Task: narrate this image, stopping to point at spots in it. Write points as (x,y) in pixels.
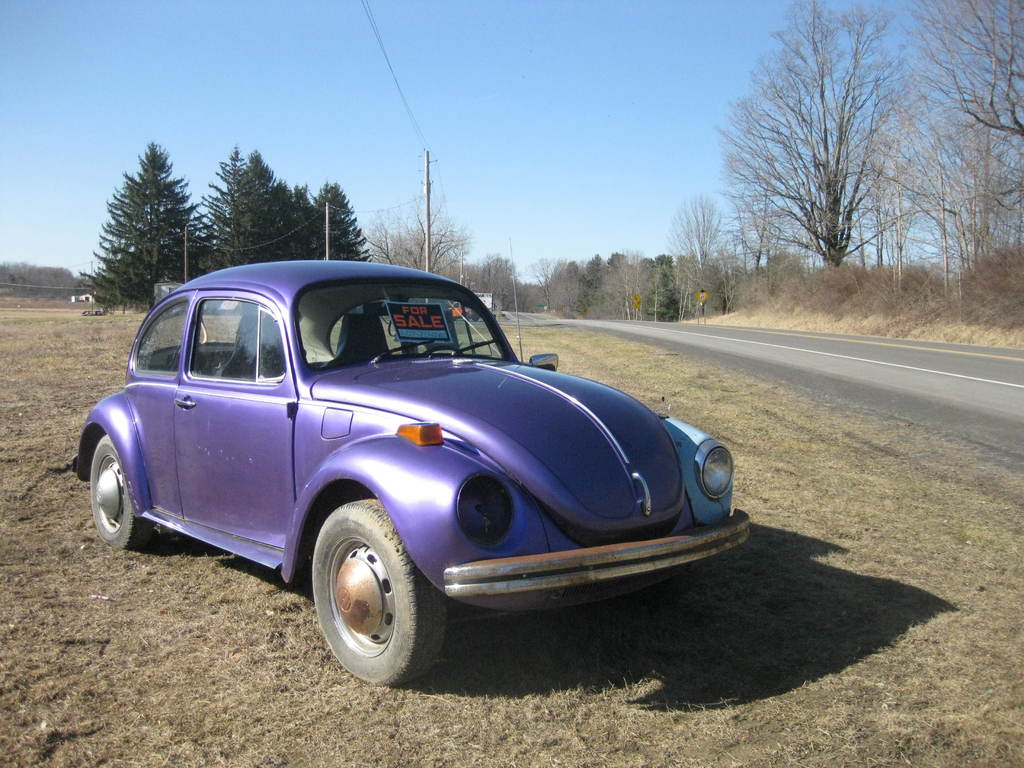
In this picture there is a purple color classic car (481,554), parked on the road side (212,661). Behind there are trees (381,234). On the right side (703,341) we can see a road (855,365) and some dry trees (811,271).
